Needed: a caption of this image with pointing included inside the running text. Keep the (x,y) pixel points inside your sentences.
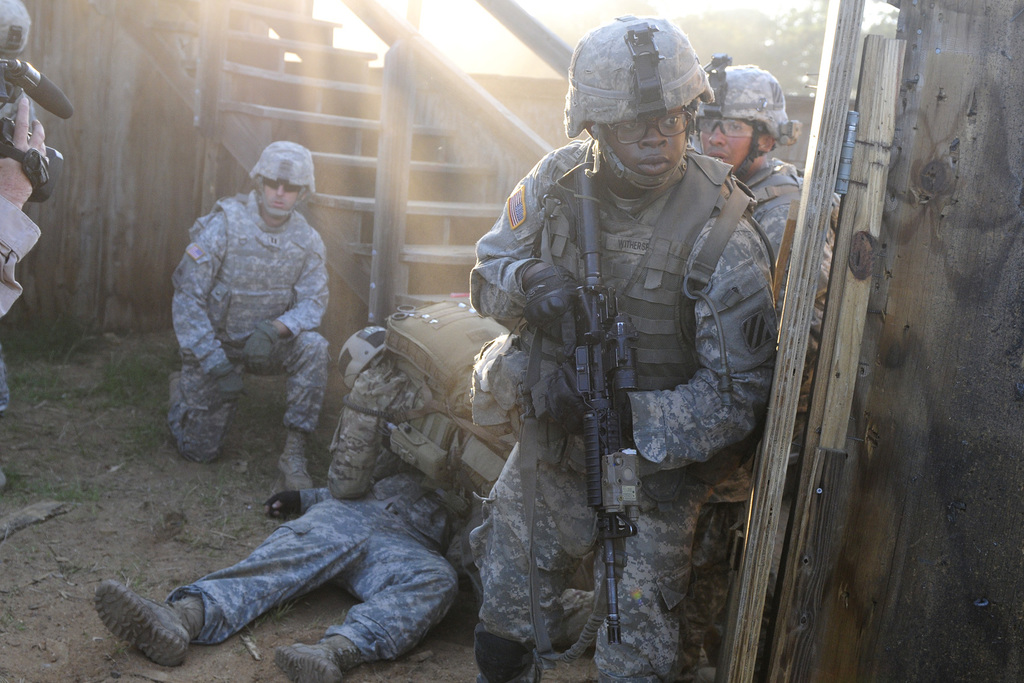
In this picture there are some military soldiers (644,580) standing in the front (625,424) with black gun (590,346). Behind there are some more soldiers (420,376) standing and sitting on the ground (345,341). In the background (307,109) there is a steps staircase (395,140) with wooden railing (385,115).
